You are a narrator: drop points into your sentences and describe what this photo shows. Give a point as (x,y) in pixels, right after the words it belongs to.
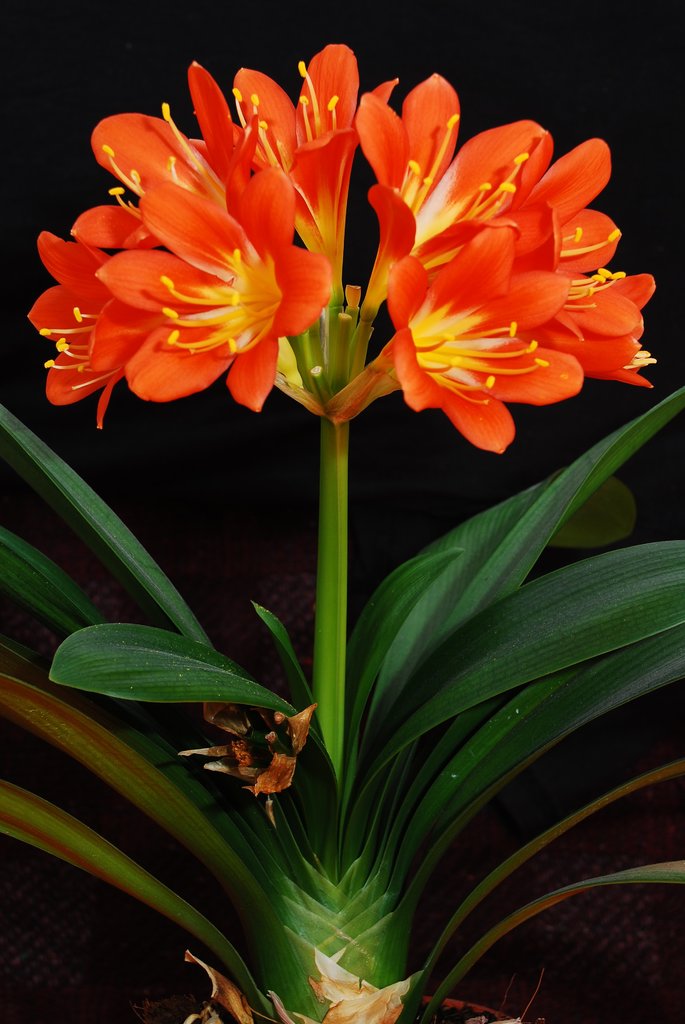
In this picture we can see flowers (414,252) and leaves (355,705) of a plant (246,799), we can see petals (246,239) and pollen grains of flowers (241,215), there is a dark background (622,111).
